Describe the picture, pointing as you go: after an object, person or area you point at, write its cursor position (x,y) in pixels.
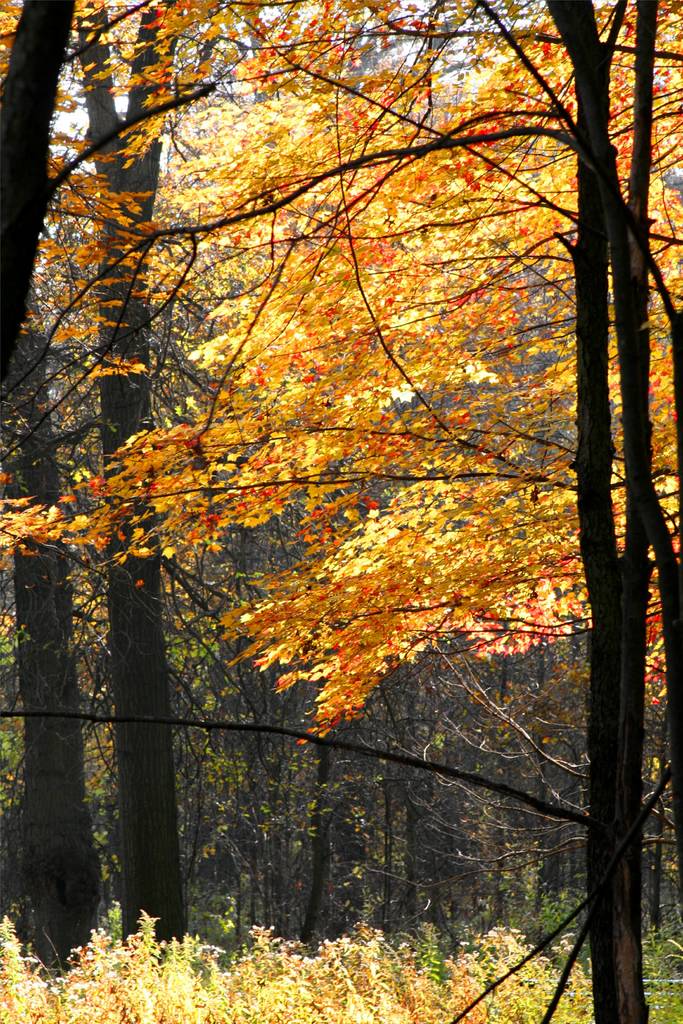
In the image there are a lot of tall trees (205,596) and below the trees (35,936) there are small plants (408,983).
